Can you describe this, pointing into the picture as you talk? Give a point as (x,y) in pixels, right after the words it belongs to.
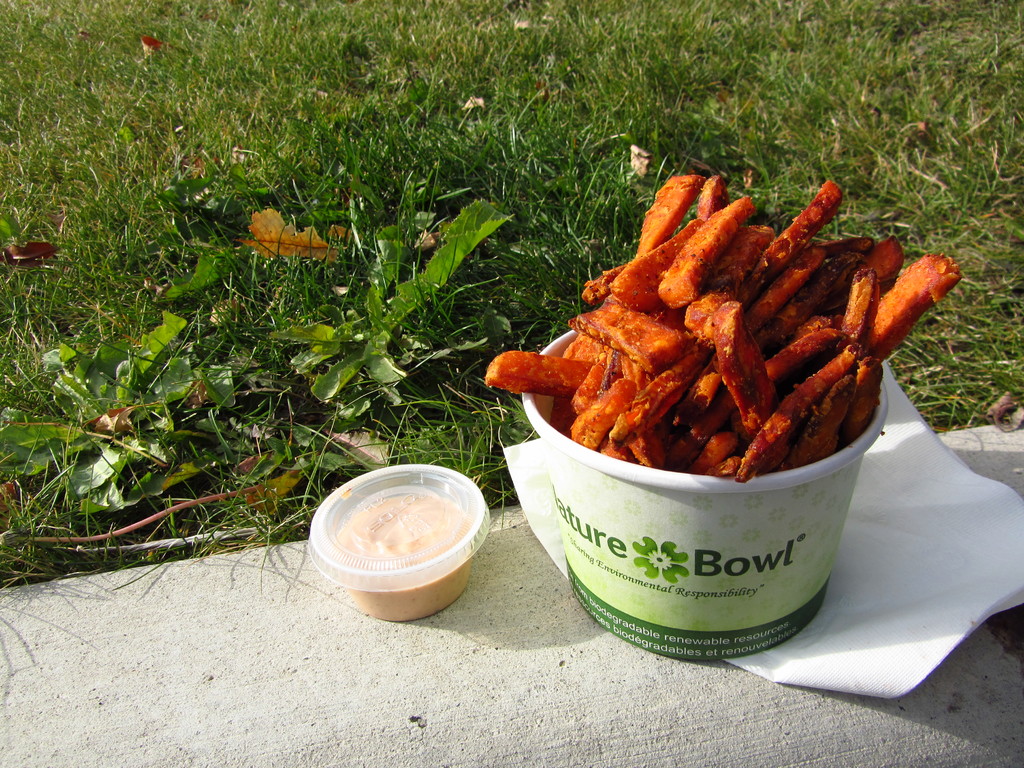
In this image we can see two containers (639,528) containing food (676,426) in them are placed on the ground (459,632). In the background (469,278), we can see plants (346,300).
